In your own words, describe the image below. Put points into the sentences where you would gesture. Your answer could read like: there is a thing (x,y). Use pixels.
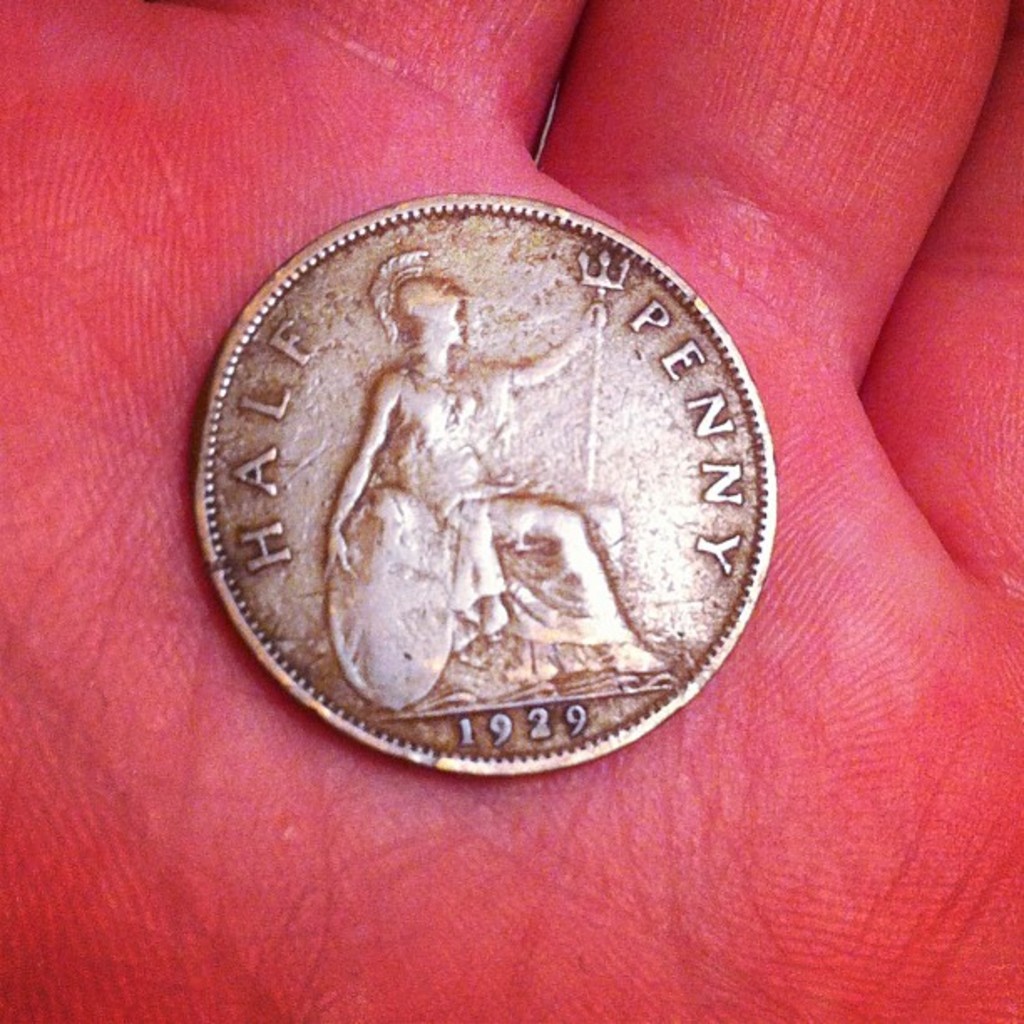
In this picture we can see a coin (363,469) in the person hand (692,878) and the hand (654,813) is in red color.
